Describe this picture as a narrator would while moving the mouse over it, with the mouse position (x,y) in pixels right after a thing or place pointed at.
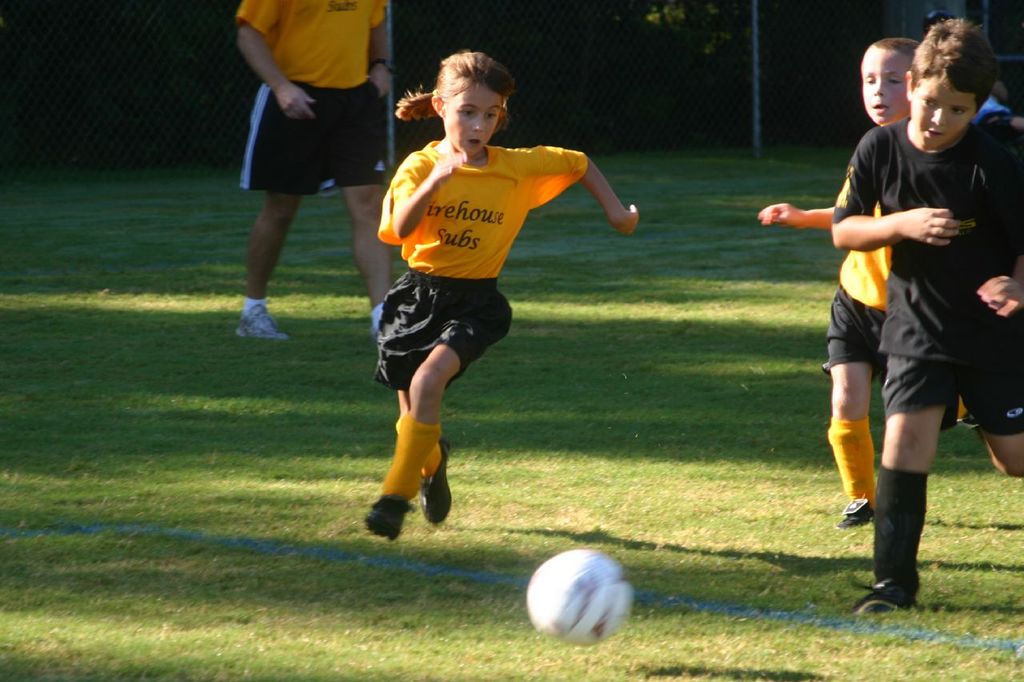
In this picture we can see few people (900,308) playing game on the grass (722,447), in front of them we can see a ball (609,592), in the background (782,94) we can find fence (780,82) and few metal rods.
